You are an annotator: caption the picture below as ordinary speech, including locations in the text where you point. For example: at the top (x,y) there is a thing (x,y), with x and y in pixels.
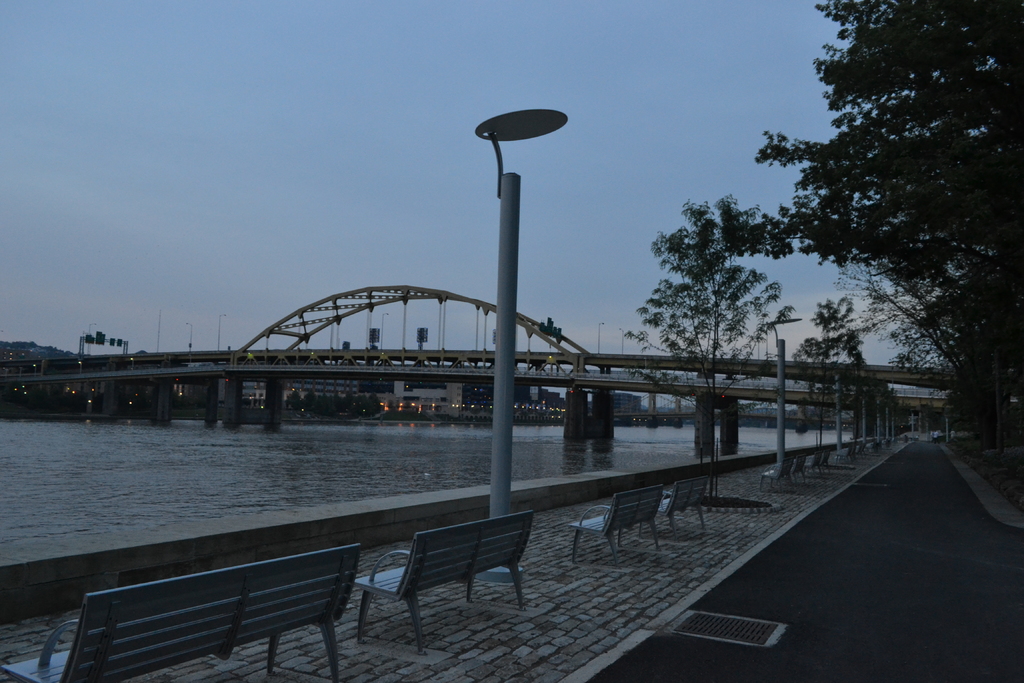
This looks like a river (87,477) with the water (164,474) flowing. I think this is a pole (513,368). These are the benches (664,506). This looks like a manhole (748,627). I can see the trees (735,285). I think this is the bridge (386,369), which is across the river (396,447). These are the pillars (265,383). In the background (401,400), I can see the buildings (444,400) with lights (458,405).
